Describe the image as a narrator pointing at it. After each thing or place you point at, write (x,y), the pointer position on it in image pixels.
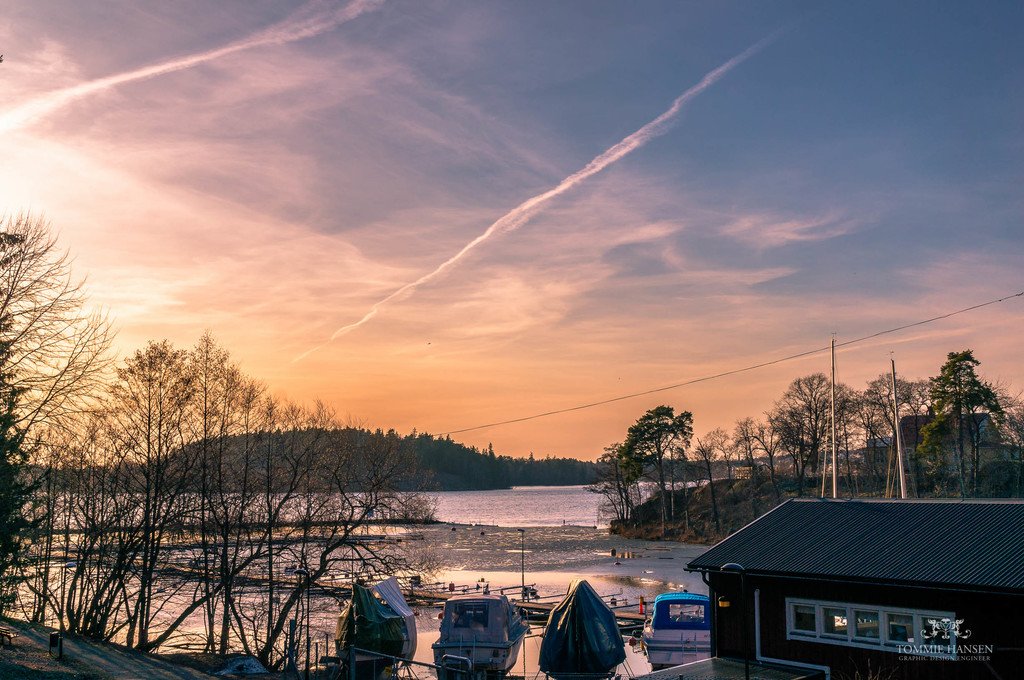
In this image I can see water (561,579), few boats (654,638), a building (1013,660), number of trees (463,458), a wire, clouds (502,319) and the sky (638,191) in background (715,271).
